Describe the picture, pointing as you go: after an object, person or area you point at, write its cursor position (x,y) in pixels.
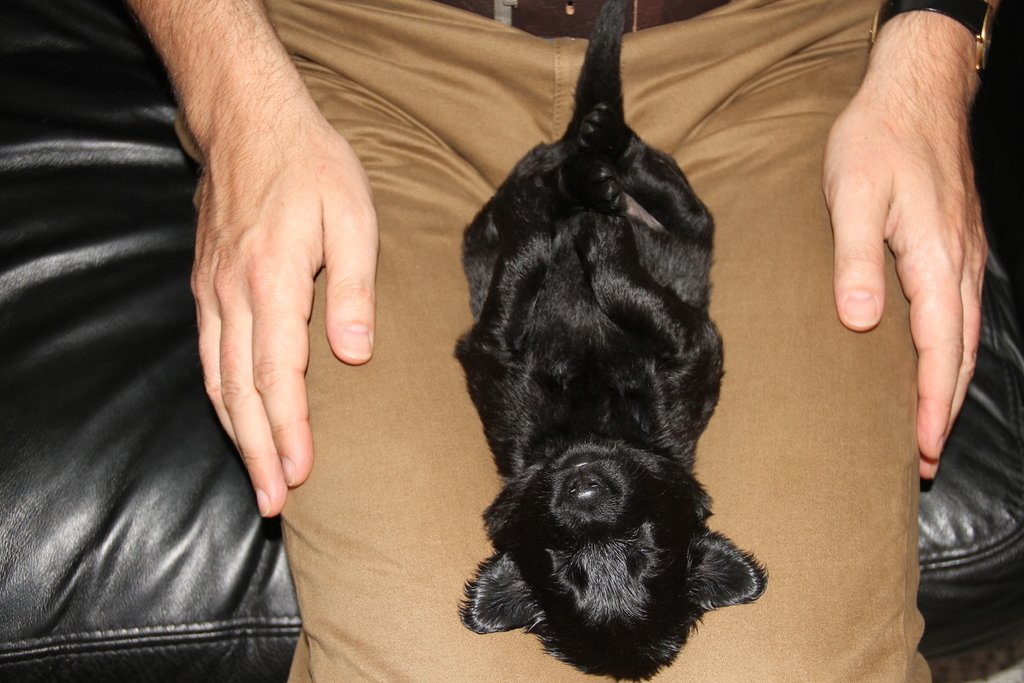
In this image I can see an animal (674,374) which is black in color is on the lap (764,357) of a person (773,380) who is wearing brown colored pant (807,393). I can see the person (809,384) is sitting on the black colored couch (153,486).
